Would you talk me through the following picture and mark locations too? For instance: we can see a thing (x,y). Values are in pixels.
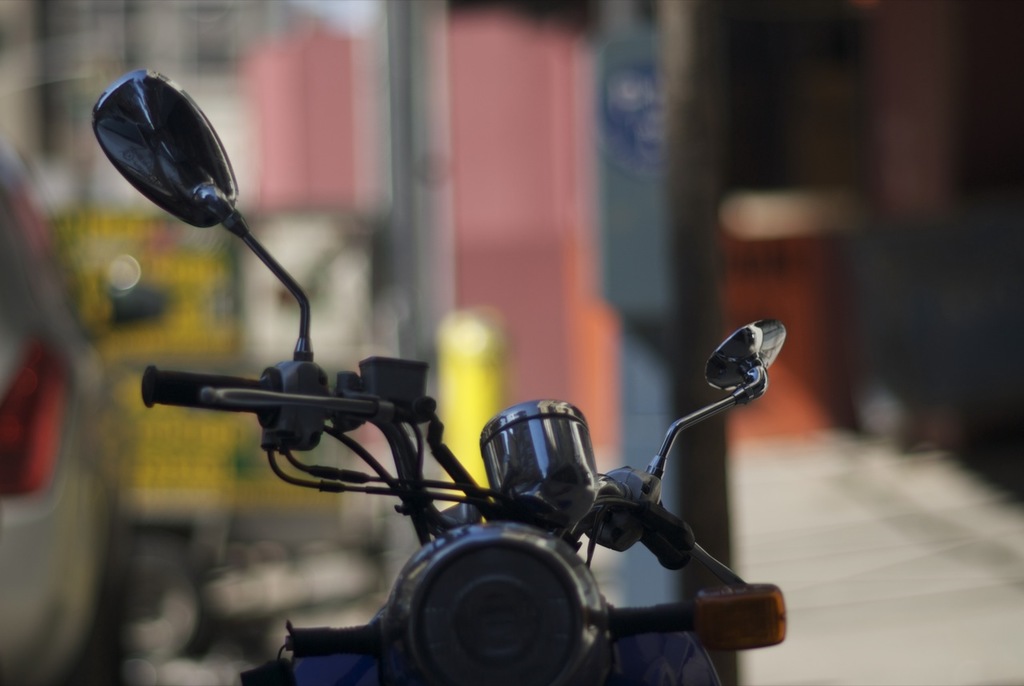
In front of the image there is a front part (507,486) of the bike (488,570) with handles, mirrors (169,132) and headlight (466,599). Behind that there is a blur background (849,209).
